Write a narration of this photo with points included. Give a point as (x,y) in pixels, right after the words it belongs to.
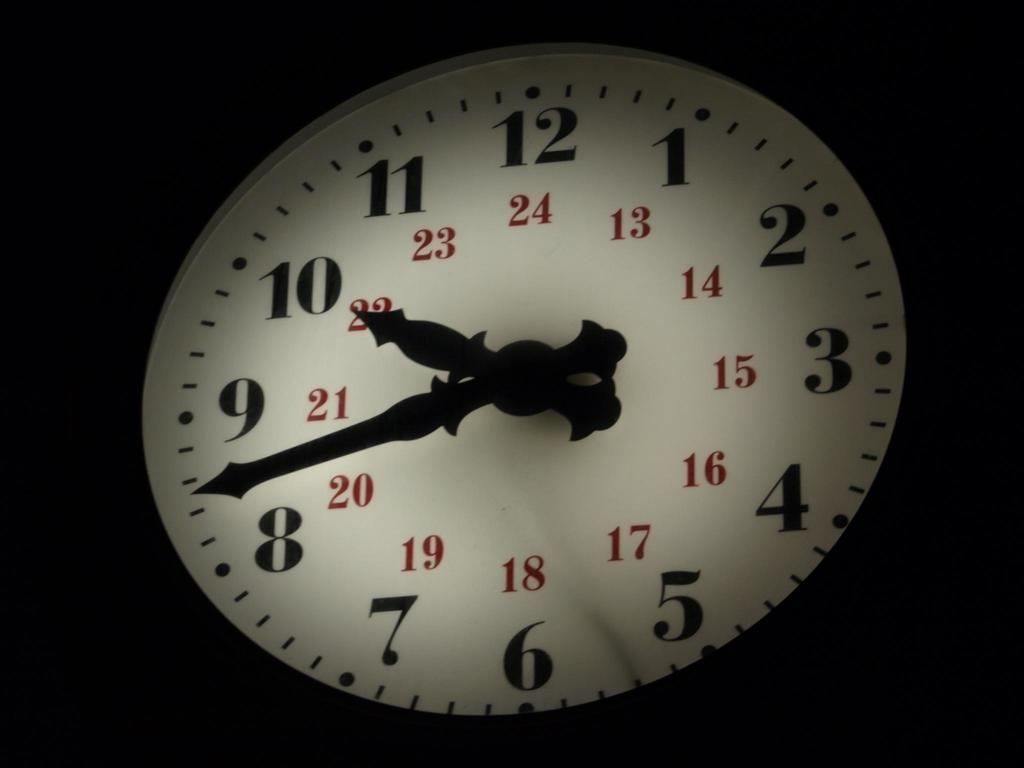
In this image we can see a clock (379,461).
